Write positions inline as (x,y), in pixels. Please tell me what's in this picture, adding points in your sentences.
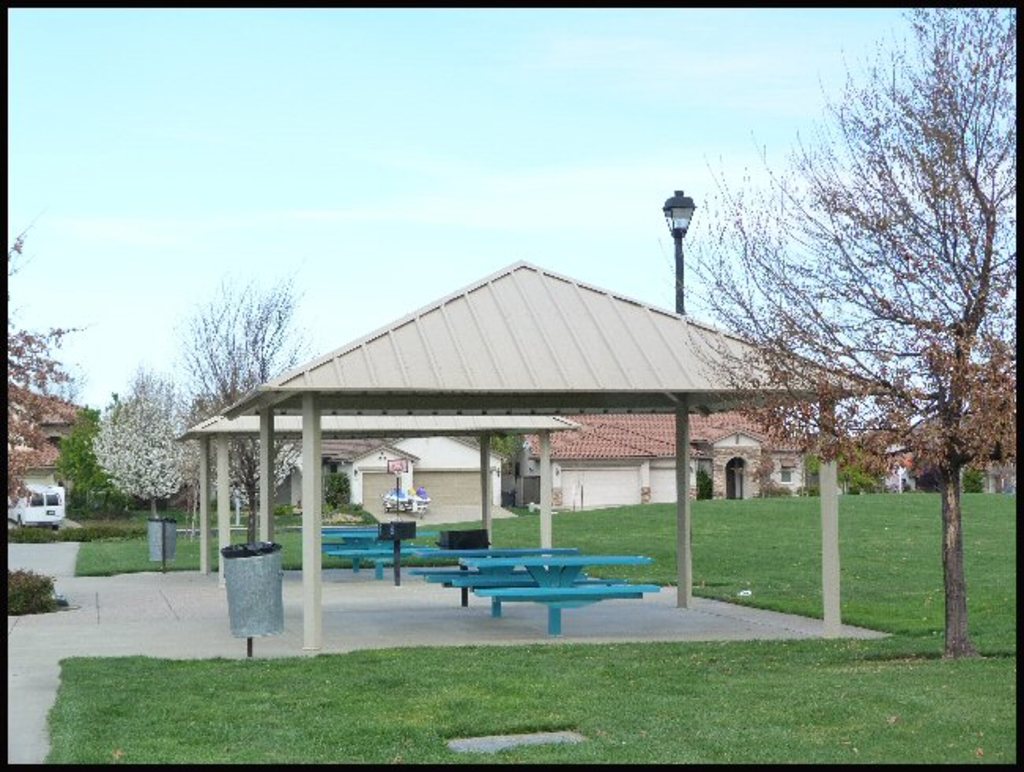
In this image I can see few benches (606,591) in blue color, background (598,498) I can see few houses (596,482) in cream, white and brown color, and trees (143,466) in green color and the sky (355,145) is in blue and white color.
